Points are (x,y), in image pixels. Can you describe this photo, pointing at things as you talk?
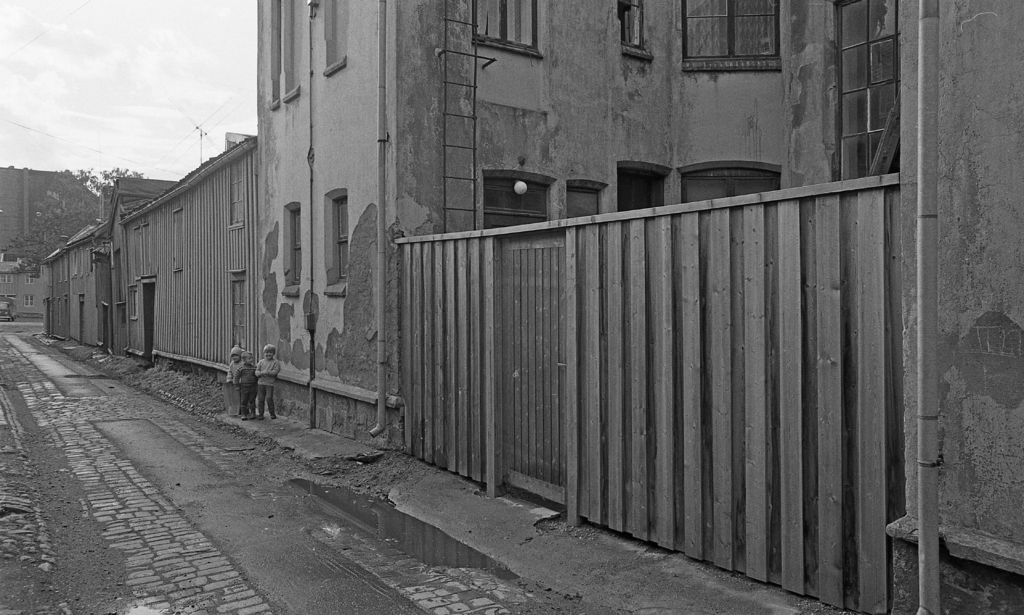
In this image, we can see few houses (19,293), buildings (496,141), walls (496,141), windows (881,136), ladder (459,179), trees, door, glass (881,63) and pipes (920,169). In the middle of the image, we can see few children (255,396) are standing. At the bottom (263,538), there is a road (290,569) and water (379,524). Background (96,116) there is a sky (165,76).
